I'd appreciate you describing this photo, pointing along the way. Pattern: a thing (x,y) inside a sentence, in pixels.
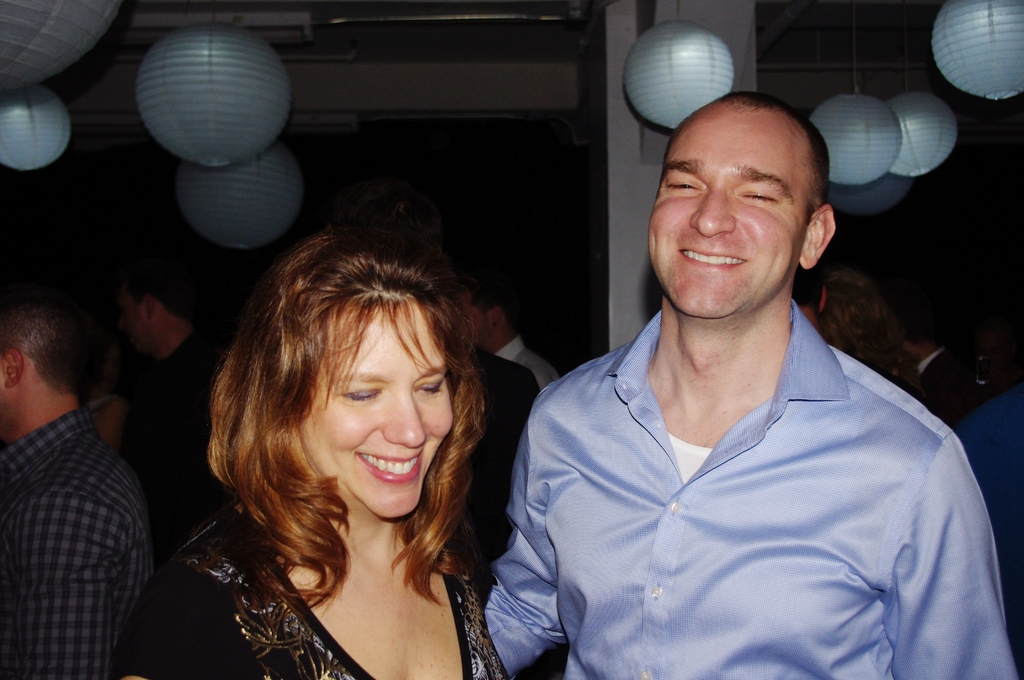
In front of the image there is a man (537,497) and a woman (406,505) with a smile on their face (760,285), behind them there are a few people (166,354) standing, at the top of the image (174,66) there are lamps (175,144) hanging from the ceiling (803,88) and there is a pillar (632,242).
